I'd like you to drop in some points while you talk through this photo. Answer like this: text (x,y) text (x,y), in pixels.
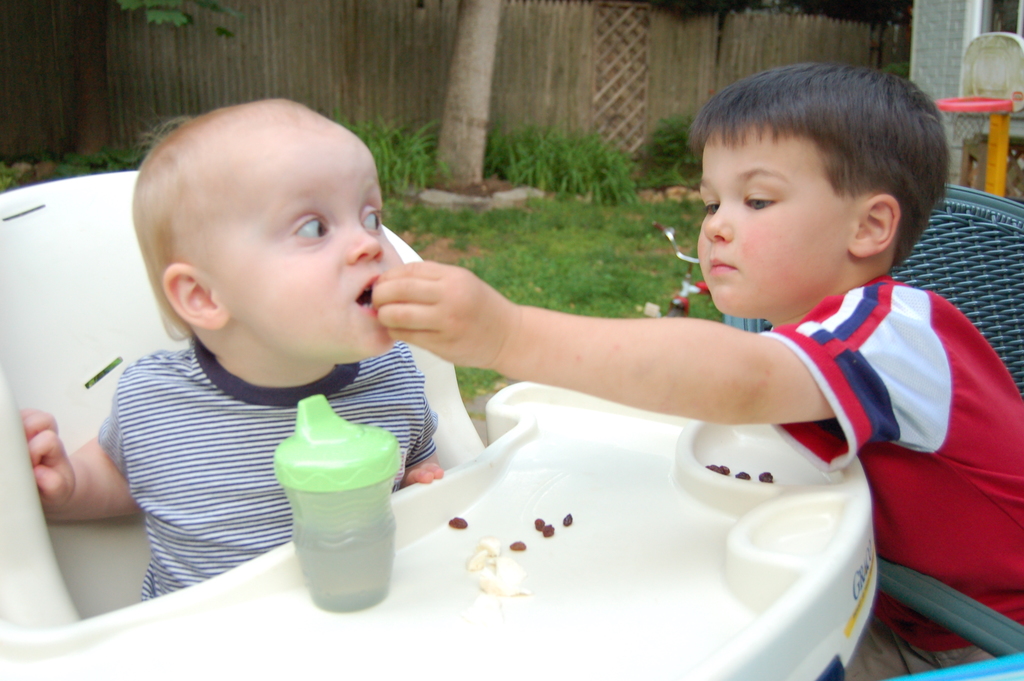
In this image we can see two kids (710,324) sitting on chairs (617,459). In the background of the image (135,116) there is fencing (569,94). There is a tree (464,113), plants (620,164), grass (559,226). To the right side of the image (944,108) there is a basketball net (976,124).
